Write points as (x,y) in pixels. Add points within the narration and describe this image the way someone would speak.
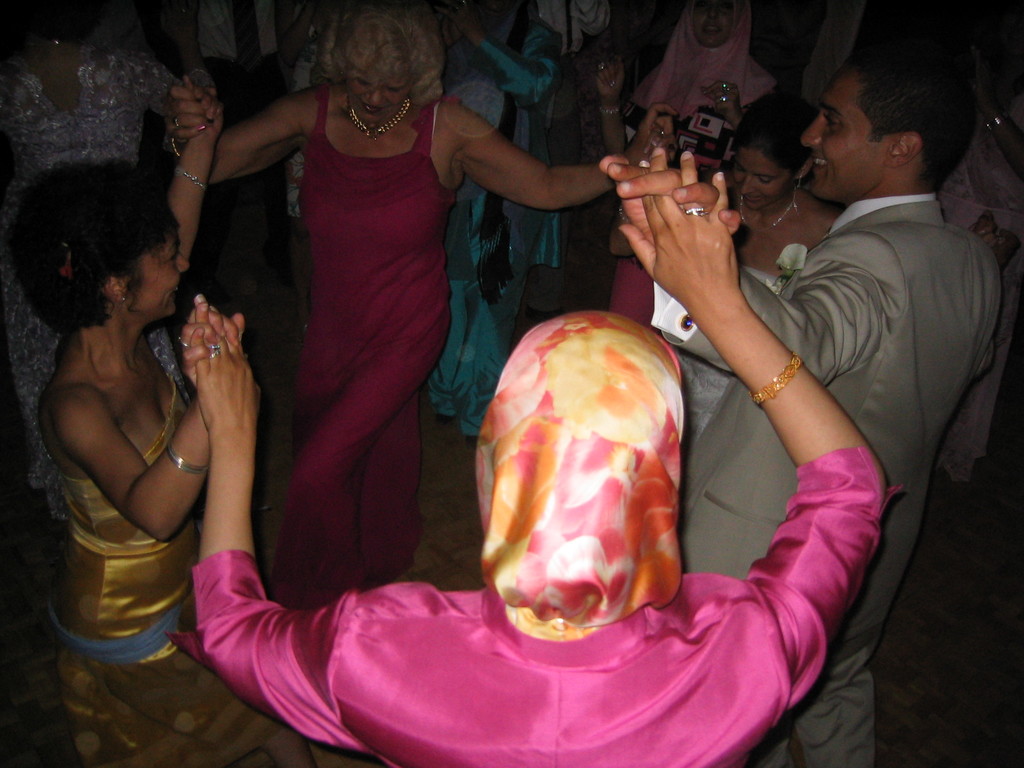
In this image I can see a woman (537,644) wearing pink dress (507,689) and a woman (151,570) wearing gold dress (150,583) and another woman (400,305) wearing pink dress (402,267) are standing. I can see a person (810,367) wearing white shirt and grey blazer (873,392) is standing. In the background (796,231) I can see few other persons (750,112) standing.
